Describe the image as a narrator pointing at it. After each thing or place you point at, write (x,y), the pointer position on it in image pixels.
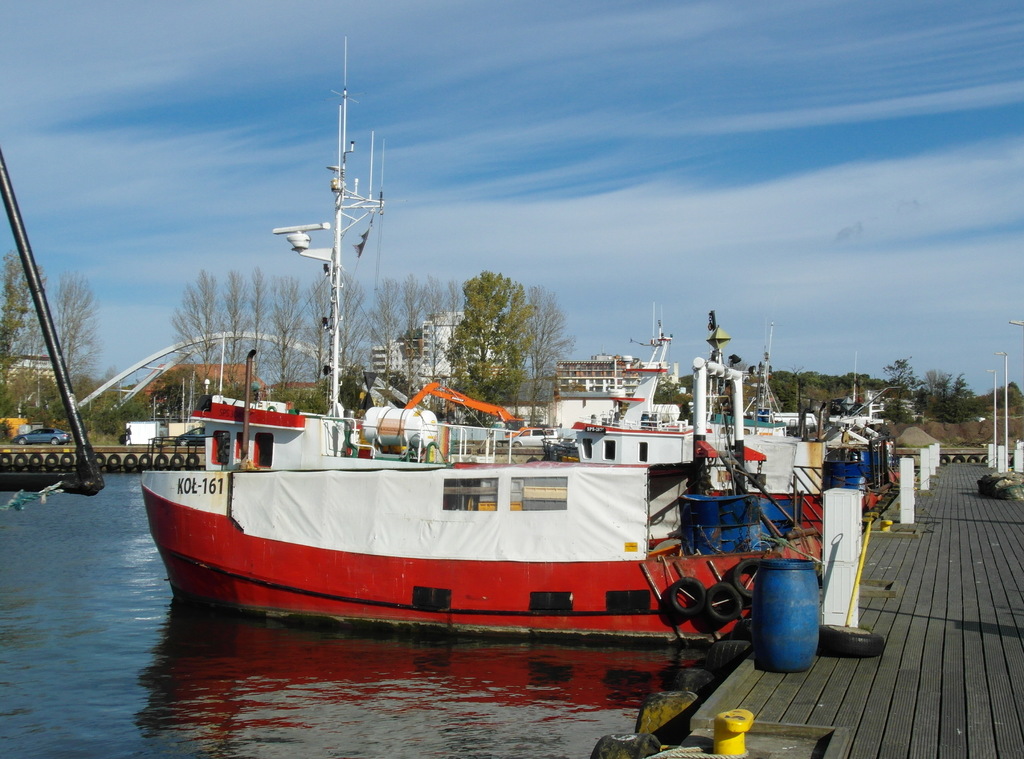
In this image we can see some boats (470,492) in the water (405,657). On the right side (755,703) we can see a drum (779,658), some tires (868,633), poles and a stick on the deck (974,620). On the backside (557,383) we can see some tires (55,467), poles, a group of trees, buildings (568,390), the heap of sand (927,437), some vehicles (182,437) on the pathway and the sky (813,230) which looks cloudy.
